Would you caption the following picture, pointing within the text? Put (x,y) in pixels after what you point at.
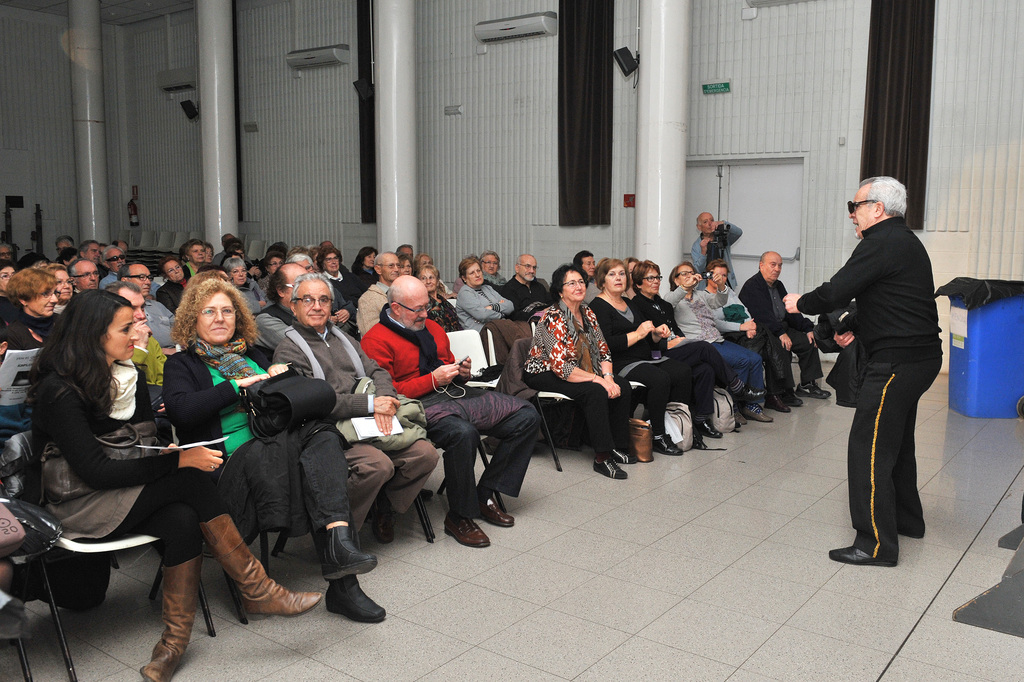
In the image we can see group of persons (51,289) were sitting on the chair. On the right (861,302) we can see man (877,359) standing. In the background (645,148) there is a wall (623,169), curtain (597,161), pillar (656,187), dustbin (978,364) etc.
